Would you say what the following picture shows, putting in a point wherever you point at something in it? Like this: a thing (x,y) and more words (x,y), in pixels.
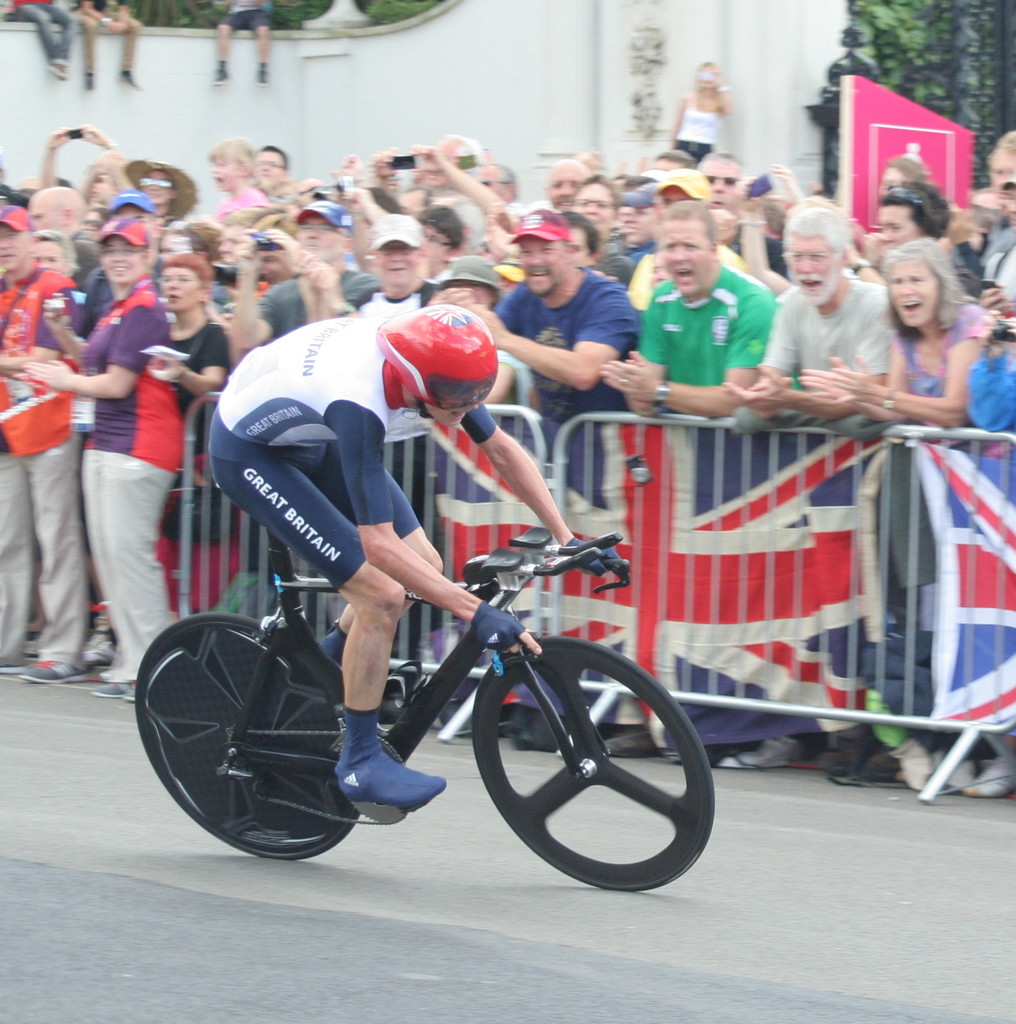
A man (338,378) is riding a bicycle (317,683) in a sports event. There are some people (649,312) beside encouraging him.
